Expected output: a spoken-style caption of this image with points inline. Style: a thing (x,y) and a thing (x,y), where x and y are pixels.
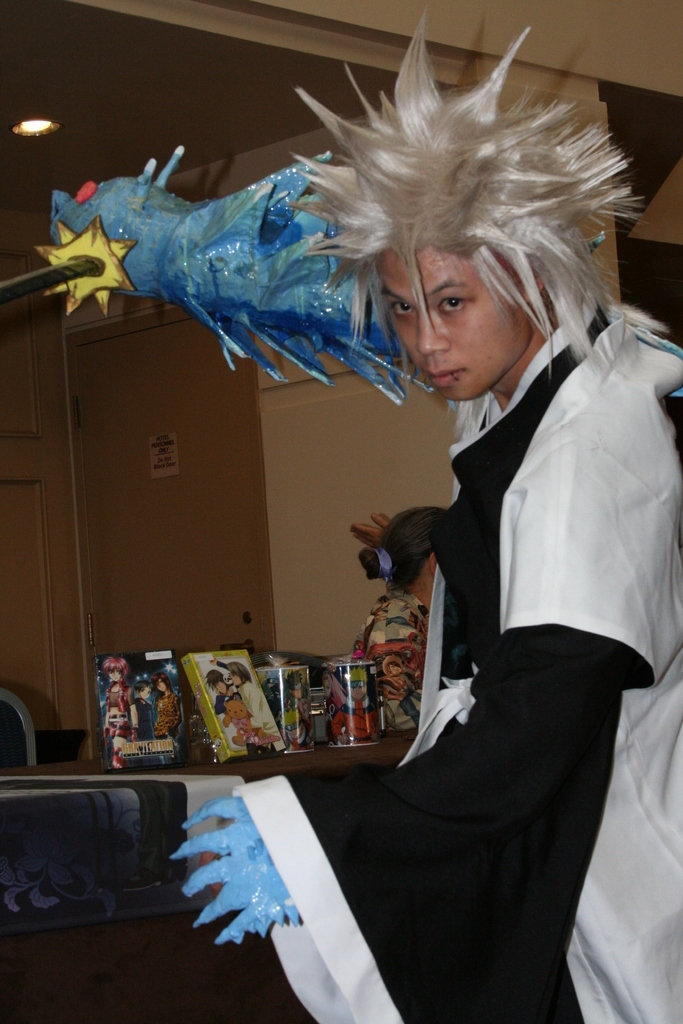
In this picture we can see a person (593,521) in the fancy (659,900) dress and the person (603,357) is holding an object (156,268). Behind the person (506,815) there is another person (406,693) is sitting and some objects (252,752) on the table (343,761). Behind the table (330,764) there is a chair (7,722) and a wall (374,483) with a door (153,590).
